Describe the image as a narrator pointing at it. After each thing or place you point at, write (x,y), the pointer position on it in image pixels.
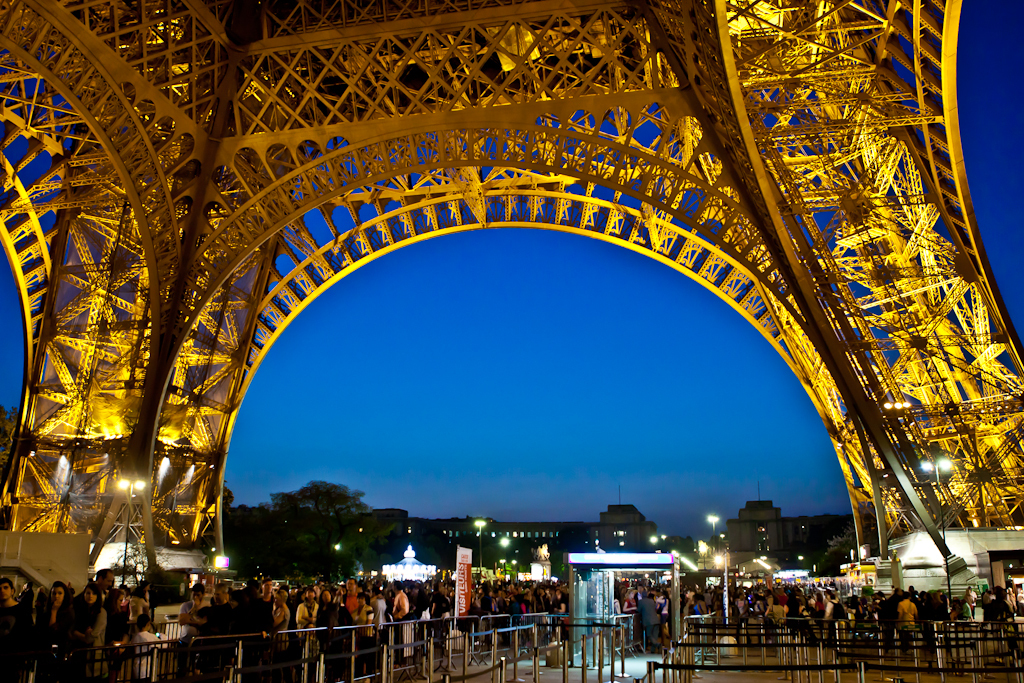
In this image I can see in the middle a group of people (428,589) are there, at the back side (298,530) there are trees (307,546) and buildings (616,550) with lights (620,563) and there is the sky (600,383). At the top (429,43) it looks like an Eiffel tower (640,92).
